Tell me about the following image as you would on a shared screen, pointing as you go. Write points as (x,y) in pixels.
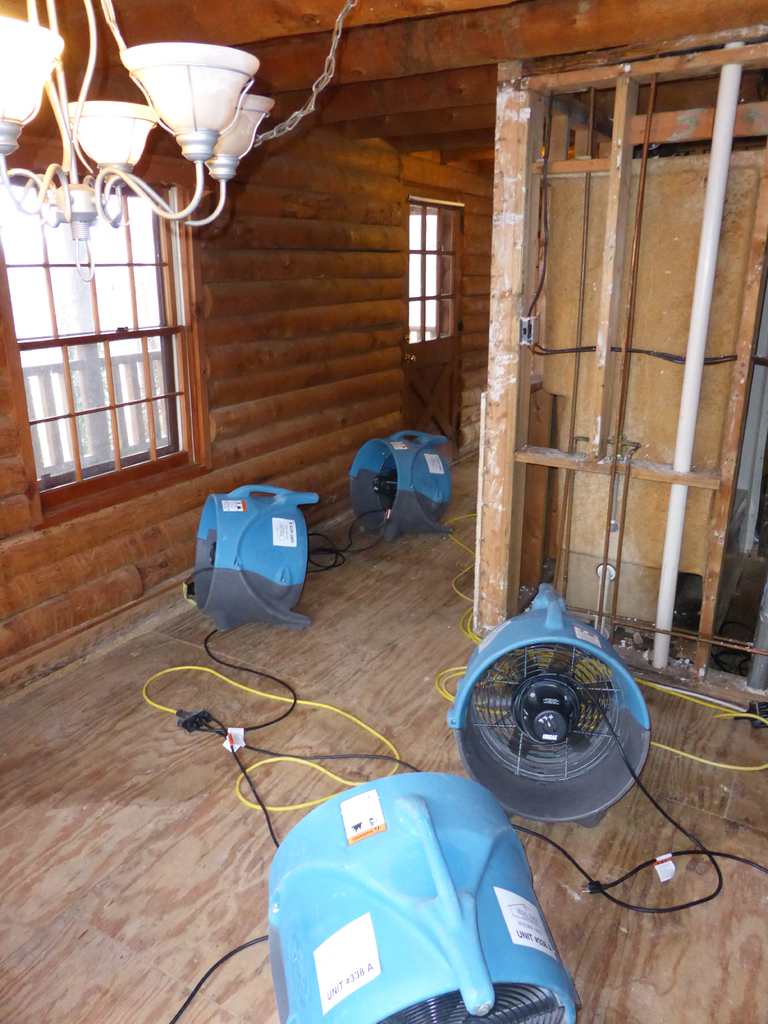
This picture shows few fans (334,958) on the ground (33,1015) and we see lights (9,88) to the ceiling (215,6) and couple of glass windows (68,240) to the wooden wall (381,217).
